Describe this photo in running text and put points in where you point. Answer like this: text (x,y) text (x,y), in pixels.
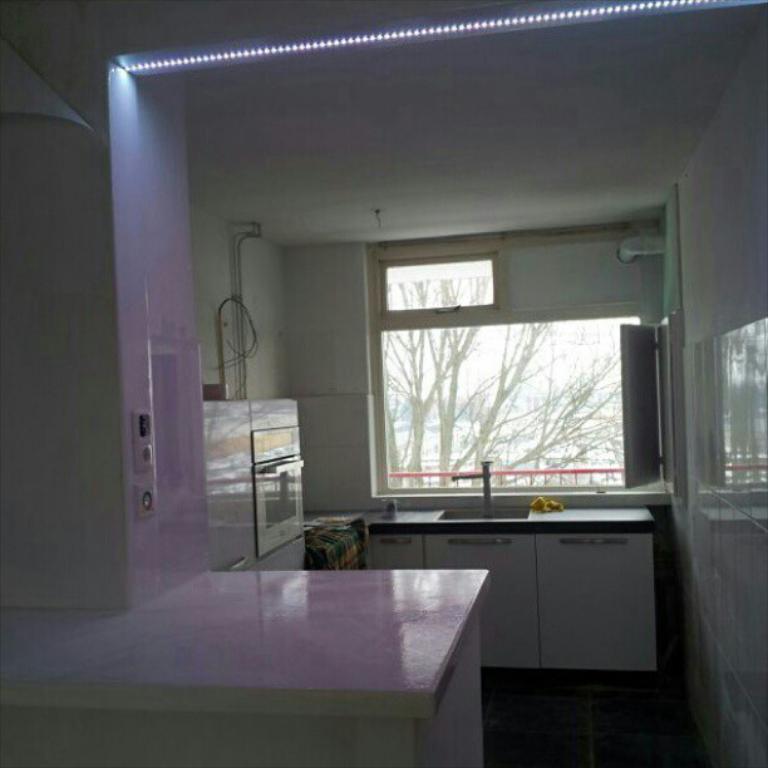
In this image, we can see a kitchen (561,257). There is a counter top (351,602) at the bottom of the image (348,648). There is a window (479,462) and micro oven (260,521) in the middle of the image (449,392). There is a ceiling (421,75) and some lights (502,18) at the top of the image (582,35).
